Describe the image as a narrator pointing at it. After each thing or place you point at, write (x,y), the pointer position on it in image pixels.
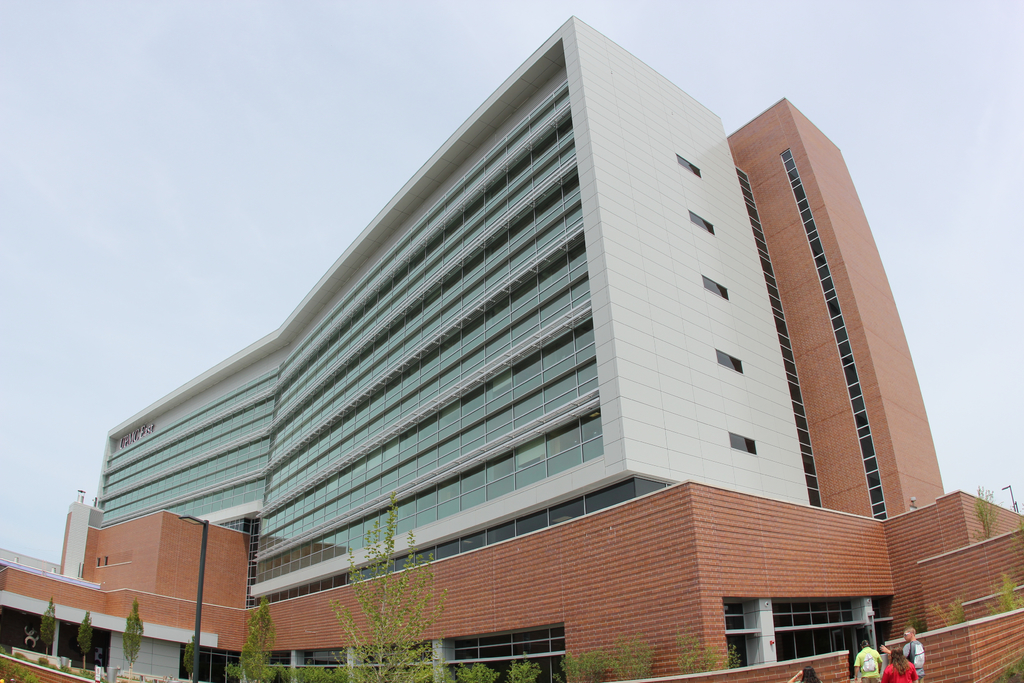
In this image there is a tall building (427,401) with the glasses (381,301). At the bottom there are plants (367,662). On the right side (912,661) there are few people (912,661) standing near the wall (956,660).
